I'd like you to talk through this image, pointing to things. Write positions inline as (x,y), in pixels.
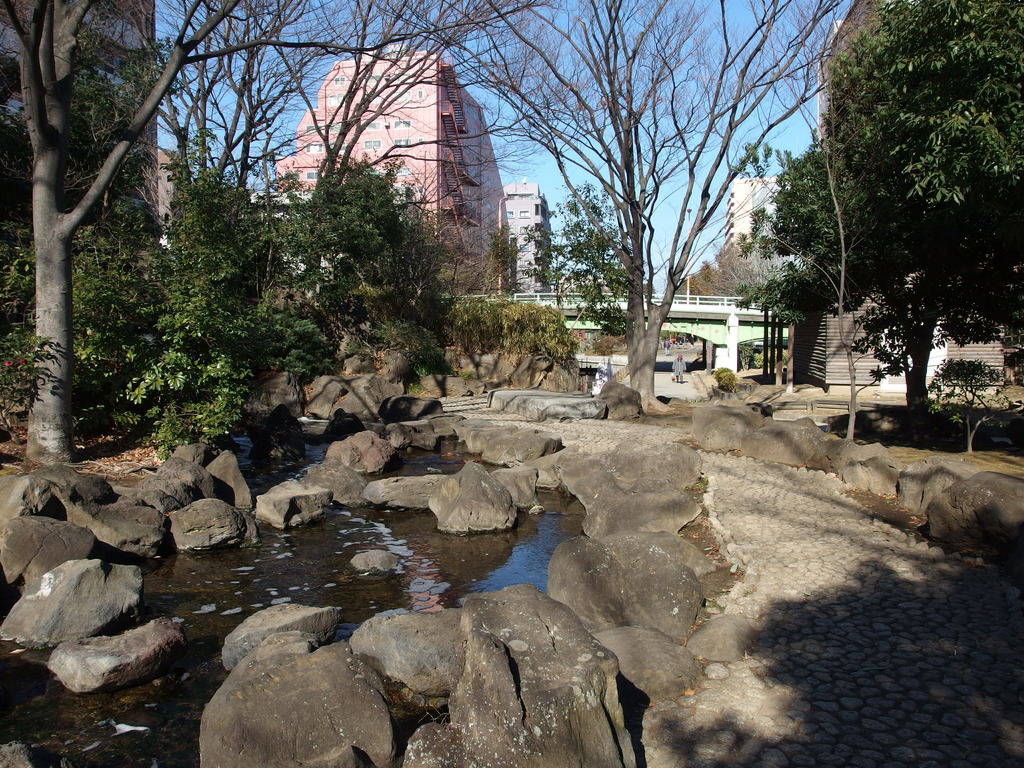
Front we can see water (352,612), rocks (417,486) and trees (68,222). Background (729,310) there is a bridge (704,301) and buildings (438,163). Sky (300,36) is in blue color.
